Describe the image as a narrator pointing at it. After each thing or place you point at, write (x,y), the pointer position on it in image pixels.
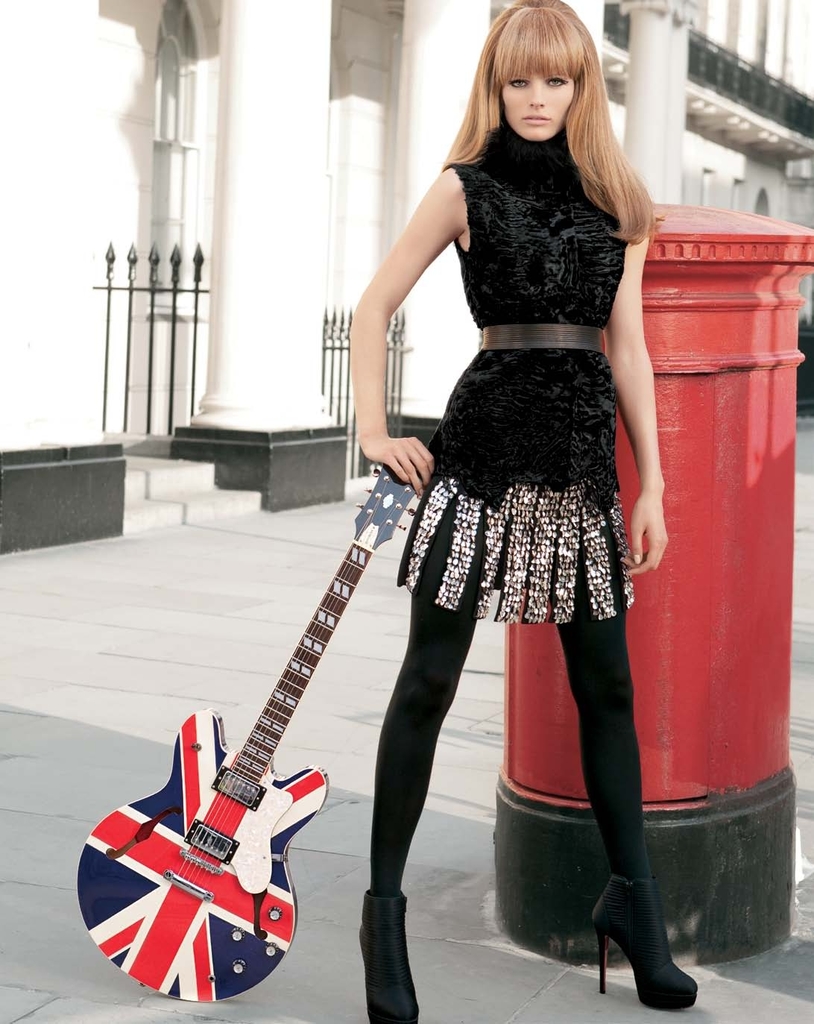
In this image the woman (463,500) is standing and holding a guitar (166,831). At the back side (197,152) I can see a building (259,144) and a post box (727,517).
